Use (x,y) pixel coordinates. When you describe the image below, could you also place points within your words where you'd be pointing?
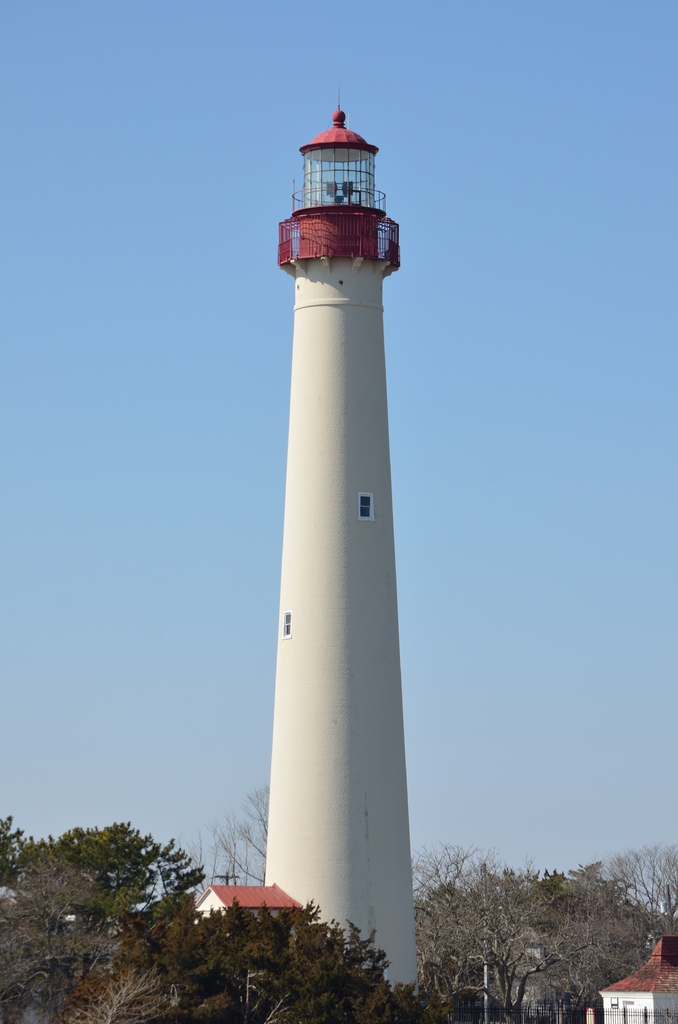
This image is taken outdoors. At the top of the image (223,155) there is the sky (492,287). At the bottom of the image (301,973) there are a few trees (207,975) and there are two houses (266,890). There is a fence (603,1011) and there is a pole (486,976). In the middle of the image (304,485) there is a tower (301,574).
